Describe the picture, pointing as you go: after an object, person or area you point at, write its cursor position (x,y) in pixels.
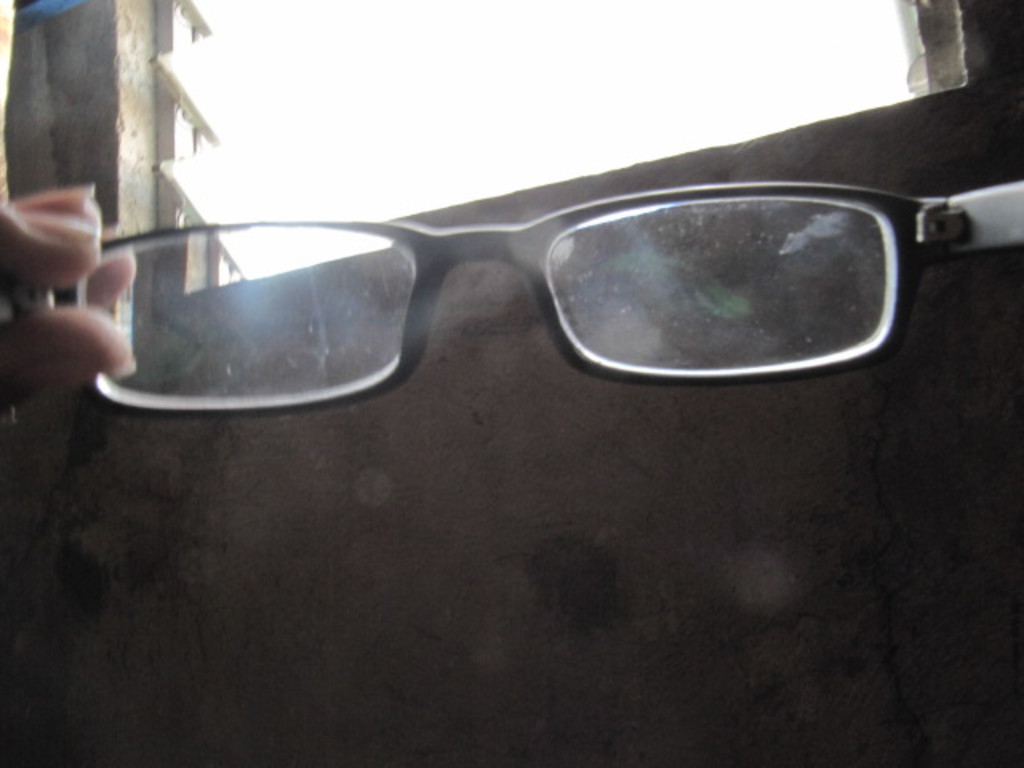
In this picture there is a spectacles (435,257) in the center of the image (672,257) and there is a window (348,144) at the top side of the image (463,66).
